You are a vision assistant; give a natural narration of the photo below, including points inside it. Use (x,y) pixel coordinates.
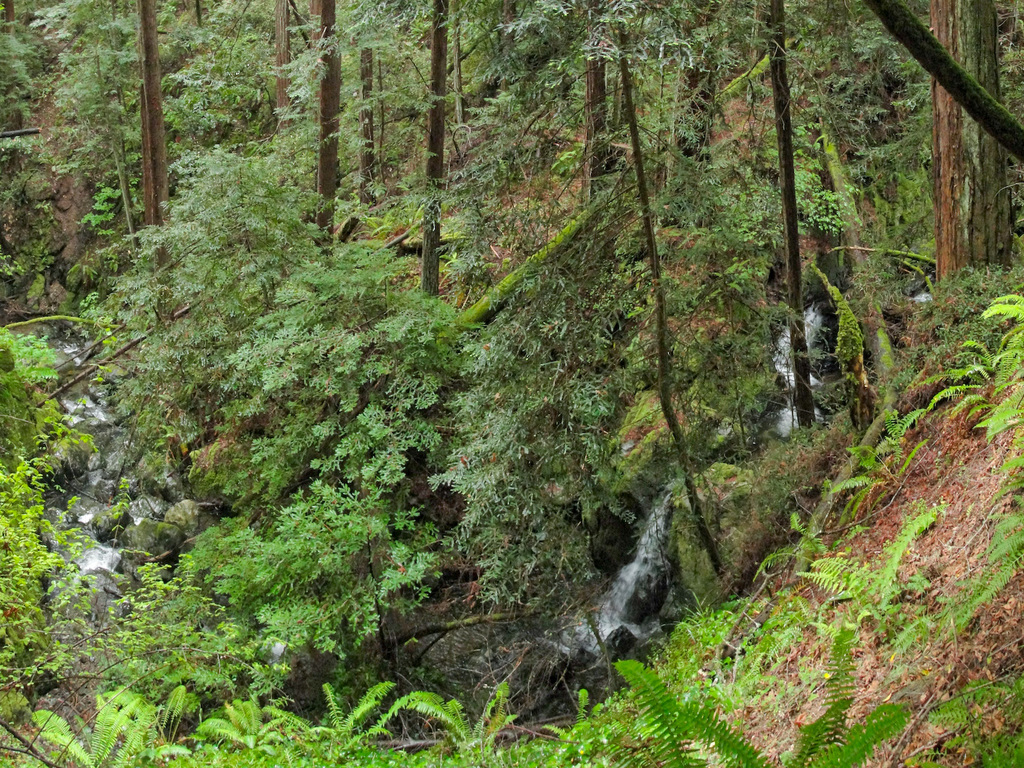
In this picture we can see trees (260,186), water (787,358) and stones (703,583).
